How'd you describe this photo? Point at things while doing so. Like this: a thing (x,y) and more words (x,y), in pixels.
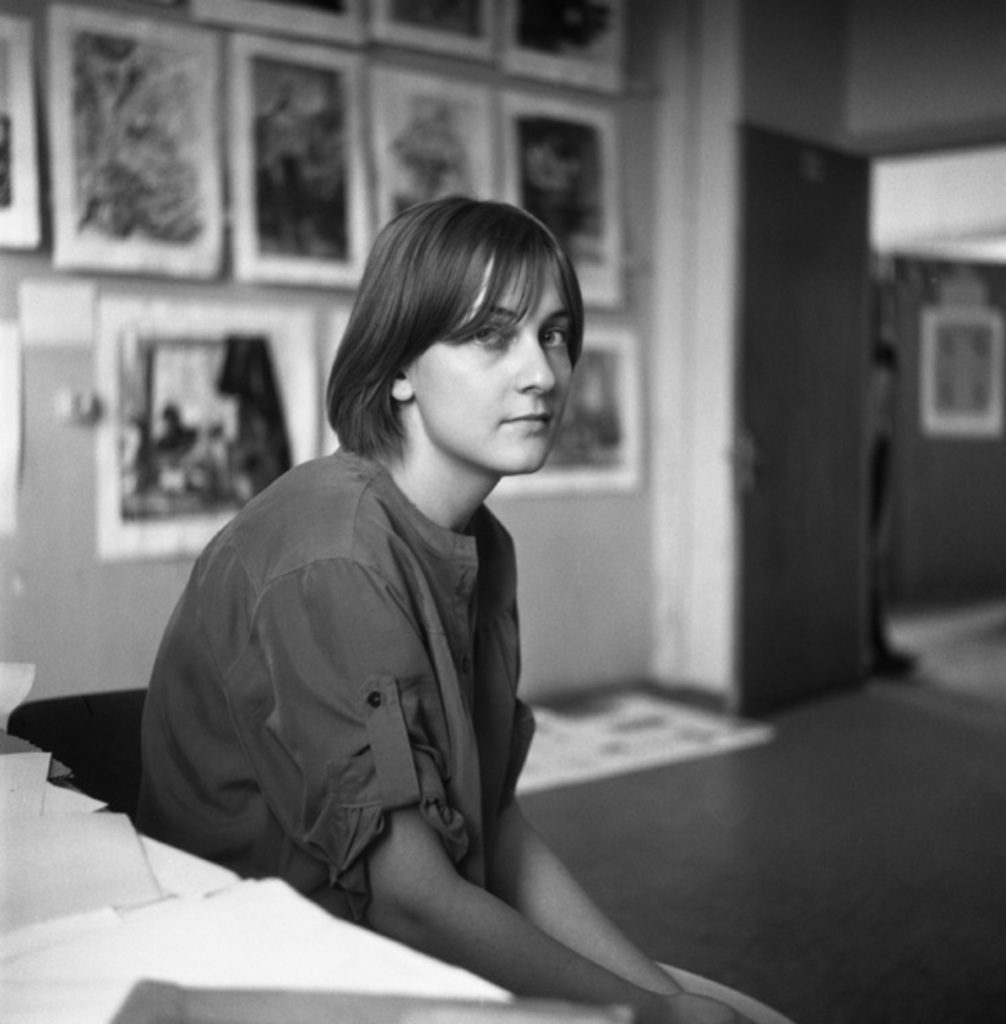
This image is taken indoors. On the left side of the image (147,892) there is a table (171,954) with a few things (142,958) on it. In the middle of the image (479,513) a woman (292,663) is sitting on the chair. On the right side of the image (821,761) there is a floor (777,774). In the background (3,337) there is a wall (59,413) with many picture frames (114,406) on it.
